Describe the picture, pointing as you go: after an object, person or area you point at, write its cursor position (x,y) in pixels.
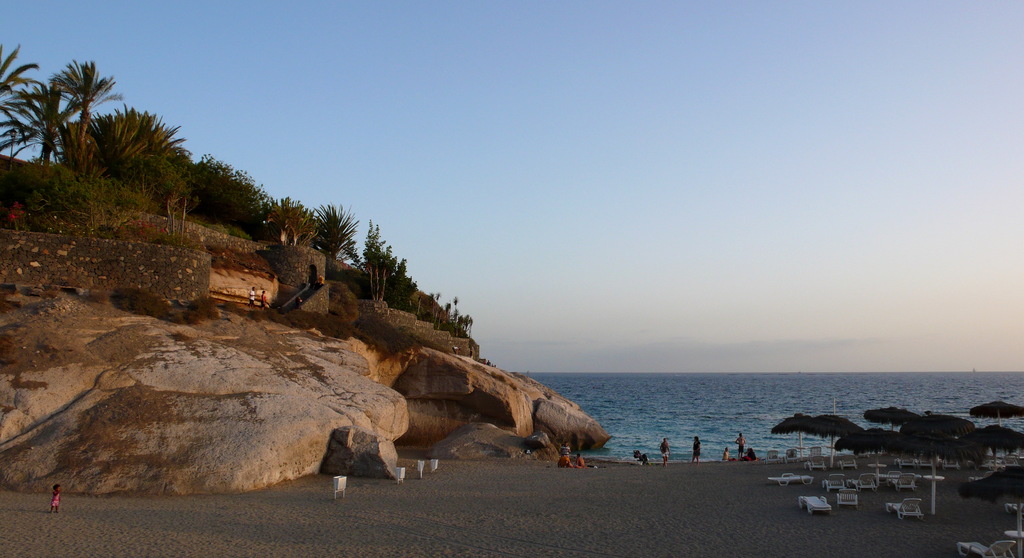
In this picture we can see a few benches (820,465) and umbrellas (1023,444) on the right side (783,425). There are few people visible on the path (886,490). We can see some trees (464,324) and a few rocks (442,380) on the left side (275,351). There is water (860,377).
